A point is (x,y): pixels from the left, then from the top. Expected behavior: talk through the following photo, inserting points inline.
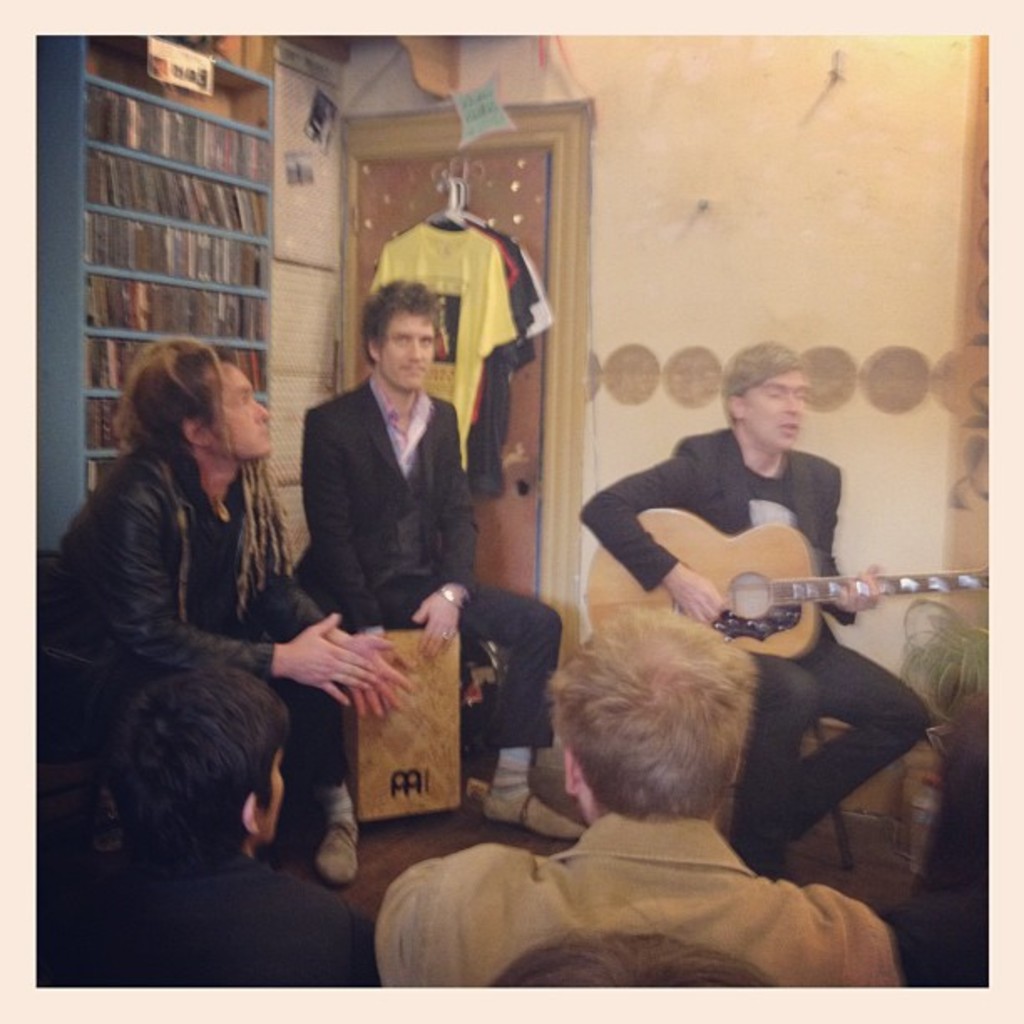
In the picture we can find five people (624,624) are sitting on chairs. One person (683,584) is holding a guitar (708,577), and one is holding a box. In the background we can find a door (538,579), wall (698,388), rack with books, And the T-shirts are hanged on the door (506,202) and one person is having a long hair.
